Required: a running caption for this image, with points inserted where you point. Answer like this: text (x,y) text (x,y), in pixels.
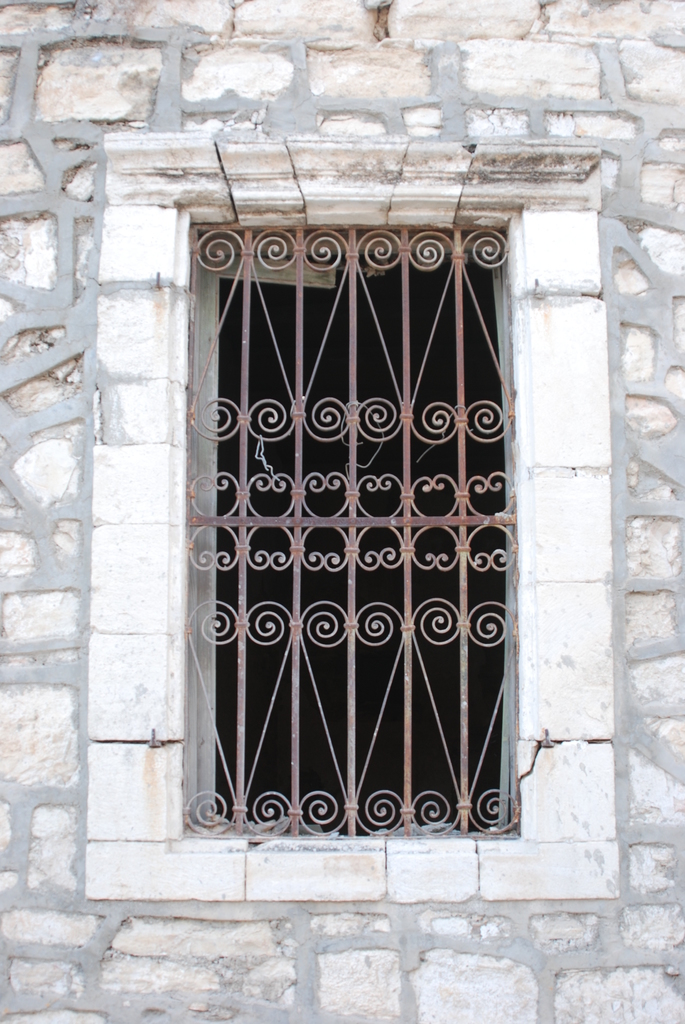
Here in this picture we can see a window (341,775) present on the wall (97,353) over there.
